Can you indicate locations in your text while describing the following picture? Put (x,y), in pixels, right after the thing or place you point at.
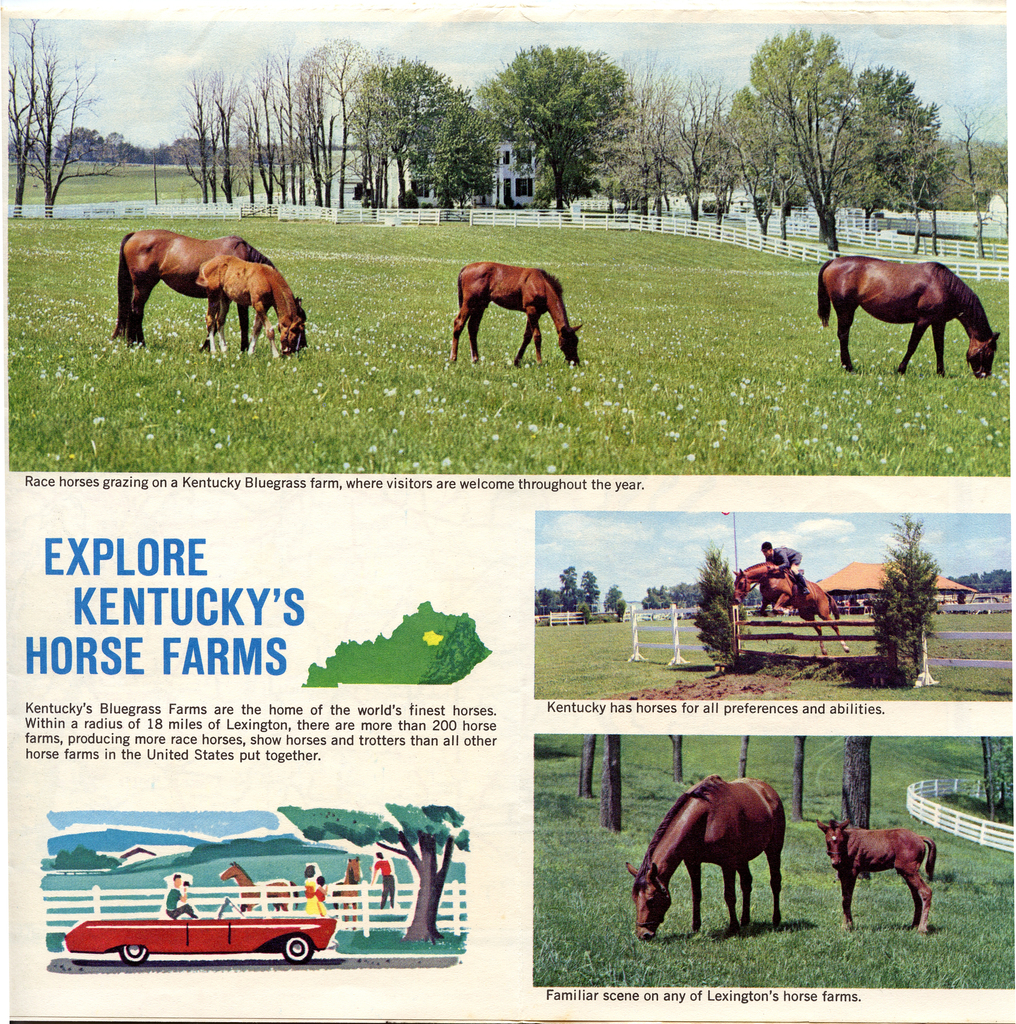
This image contains a poster (581,336). Top of the image (368,302) there are few horses (501,277) on the grassland (376,277) having a fence (151,202). Behind it there is a building (519,161). Top of the image (703,50) there is sky (657,66). Right bottom there is an image (811,846) having few animals (775,865) standing on the grass land (785,896) having a fence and tree trunks (866,813). Left side (306,737) there is some text (288,744). Left bottom there is a painting (234,906) of a vehicle (196,924), few people (311,903), fence (94,905). Right side (726,625) there is an image having a person (801,591) sitting on the horse (785,596) which is jumping over the fence (759,635). The fence (855,636) is on the grassland (655,634) having few trees (879,656) and a house (849,590).
